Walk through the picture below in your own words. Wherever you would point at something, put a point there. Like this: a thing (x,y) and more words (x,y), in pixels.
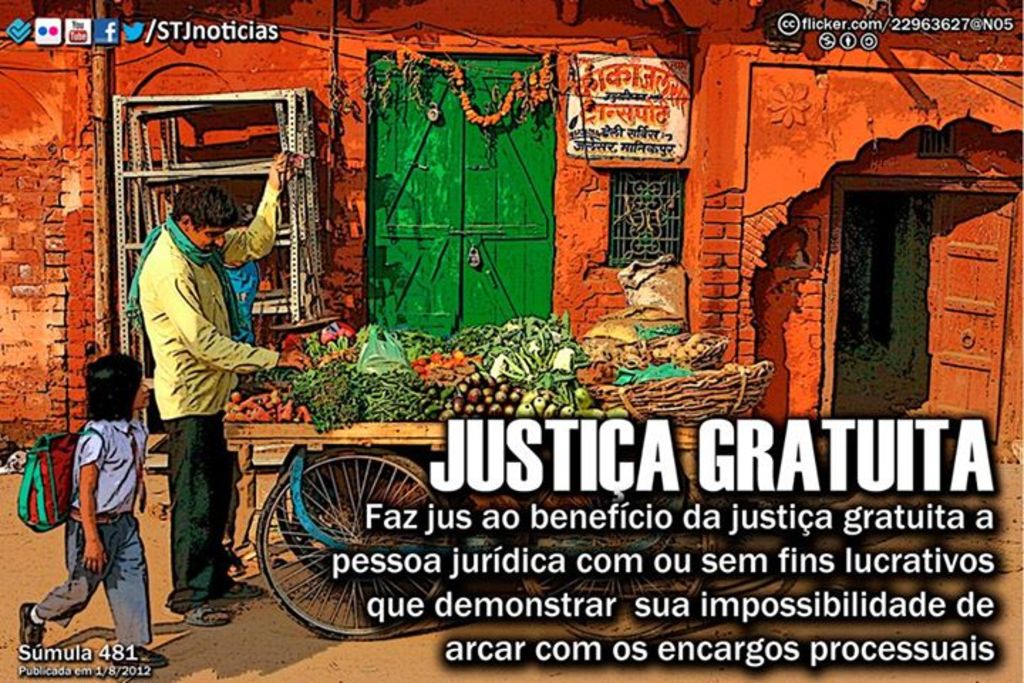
This image is a poster. On the right side of the image (709,494) there is a text (496,656). At the bottom of the image (227,648) there is a ground (153,562). In the middle of the image (521,319) there is a cart (432,432) with many vegetables (430,389) and baskets (705,390) on it. On the left side of the image (195,369) a man (186,422) is standing on the ground (79,624) and a kid (106,463) is walking. In the background (678,205) there is a house (250,154) with a wall (160,68), a window (622,196), door (468,161) and a board (659,82) with text (642,71) on it.
